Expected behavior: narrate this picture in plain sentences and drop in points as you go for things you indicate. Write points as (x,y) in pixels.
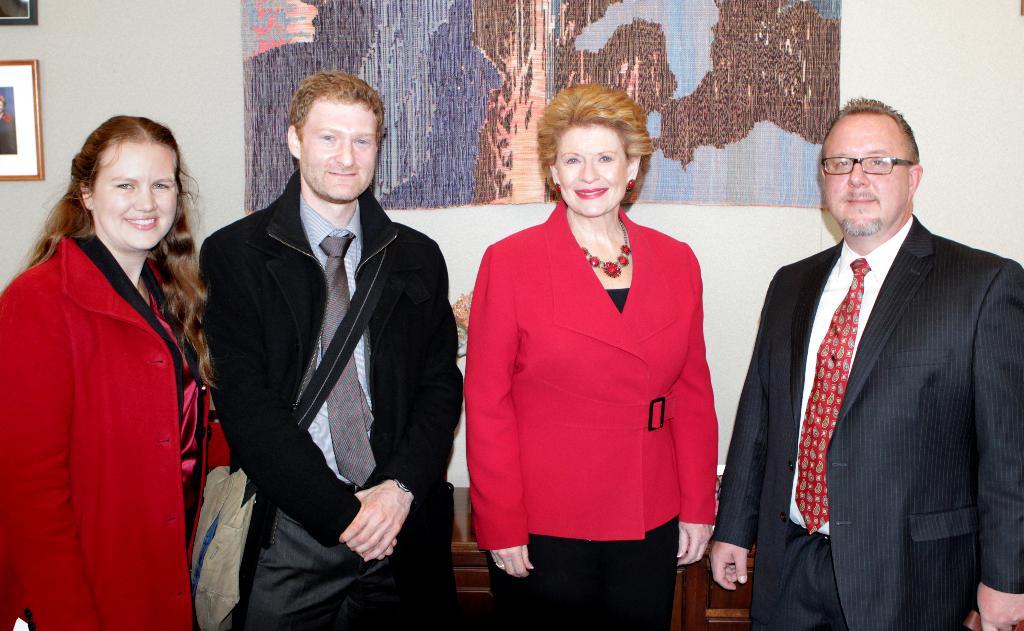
In this picture I can see four persons (516,360) standing and smiling, and in the background (427,155) there are frames (15,105) attached to the wall (57,73).
